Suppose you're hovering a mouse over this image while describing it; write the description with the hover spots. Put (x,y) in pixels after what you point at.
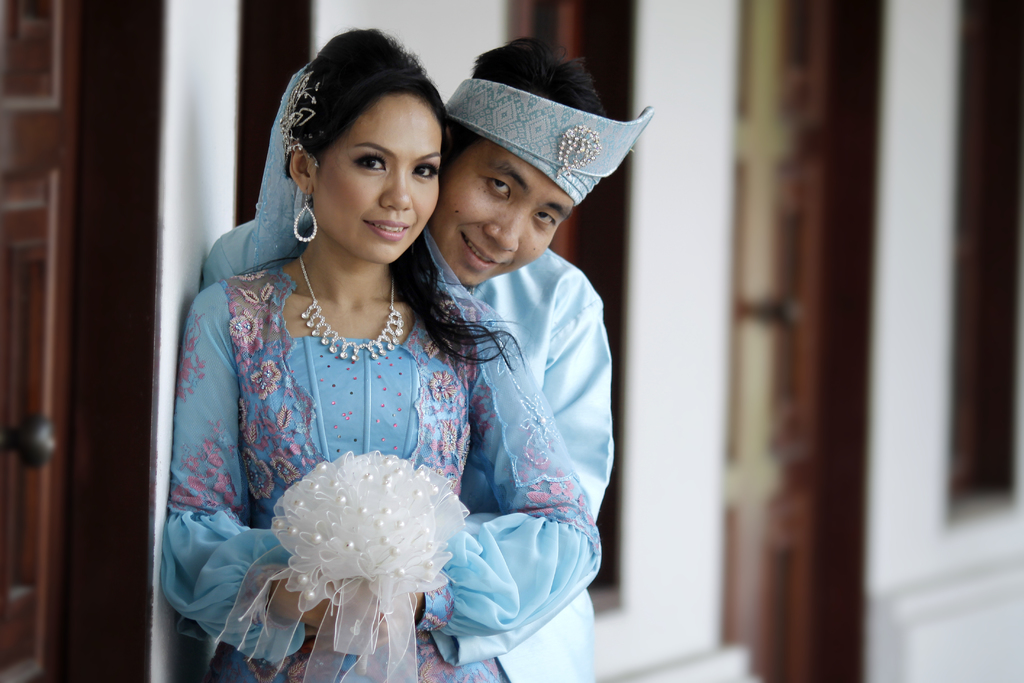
As we can see in the image there is a wall (182,74), door (44,123) and two people (414,330) wearing blue color dresses (390,374).
